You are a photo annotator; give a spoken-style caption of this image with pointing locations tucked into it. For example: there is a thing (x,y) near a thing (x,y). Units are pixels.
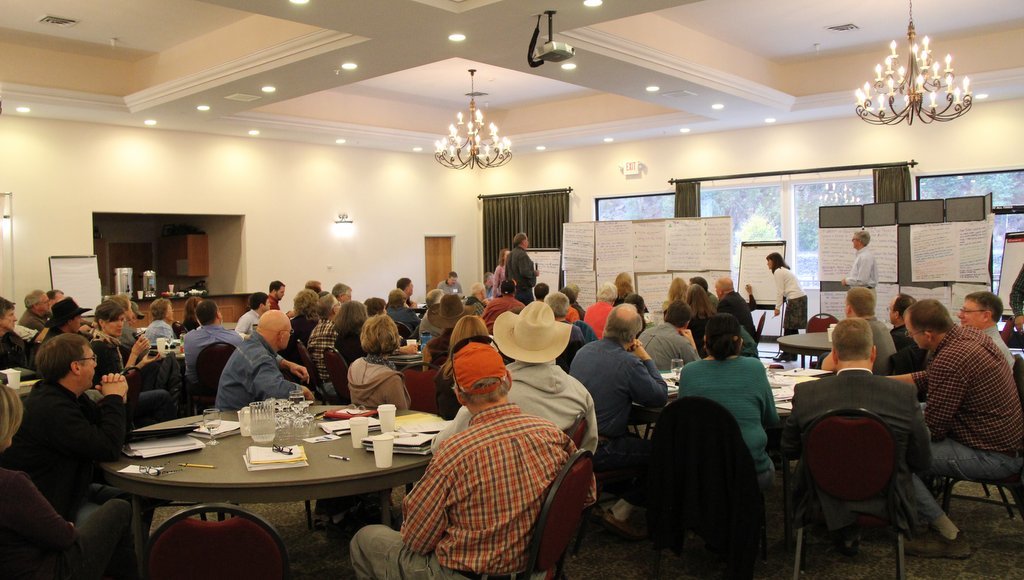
In this image there are group of people (392,378) sitting around the table (289,439). There are cups (359,430), papers (365,447), pens (212,465) on the table (220,453). there are lights (478,113) at the top (472,146), at the back (496,211) there are curtains (520,207) and trees (732,199) outside of the window (794,202).
